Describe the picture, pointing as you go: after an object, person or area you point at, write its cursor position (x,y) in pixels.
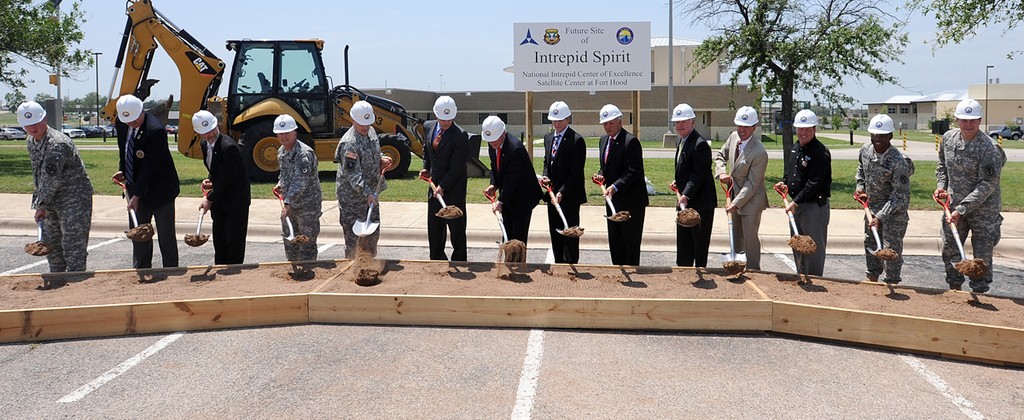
In this image, we can see a group of people (735,193) wearing clothes (338,167) and holding a shovels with their hands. There is a vehicle (330,108) and building (428,101) in the middle of the image (394,153). There is a tree (782,71) in the top right of the image (803,46). There is a board (593,72) and sky (451,55) at the top of the image (434,46).
